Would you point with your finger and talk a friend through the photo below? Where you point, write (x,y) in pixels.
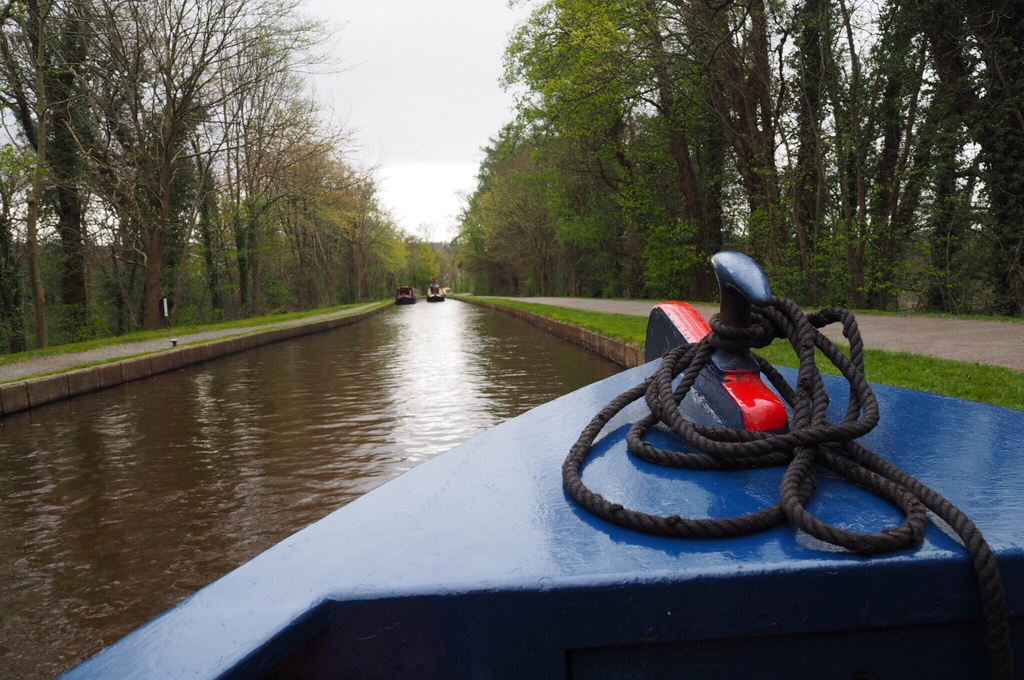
In this image we can see the part of a boat (653,476) on the water (407,411), in front of that there are two boats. On the left (69,149) and right side of the image (854,182) there are trees (155,234). In the background (412,78) there is the sky (412,78).
